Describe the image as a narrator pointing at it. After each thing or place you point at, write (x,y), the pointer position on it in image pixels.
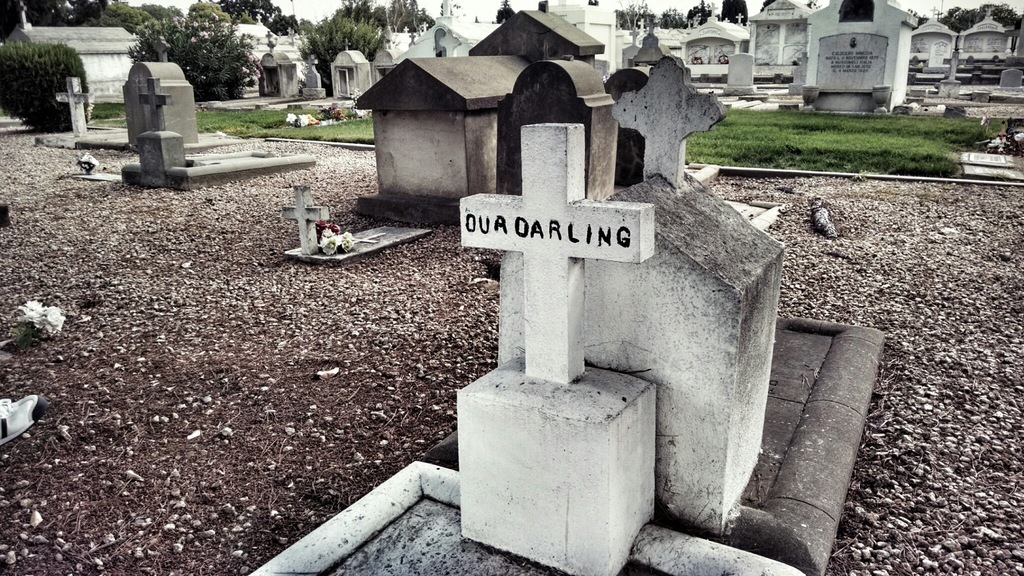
In this picture we can see the trees (7,10), grass (913,131). We can see the graveyard (980,64), flowers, objects (363,239) and the ground (167,309).
